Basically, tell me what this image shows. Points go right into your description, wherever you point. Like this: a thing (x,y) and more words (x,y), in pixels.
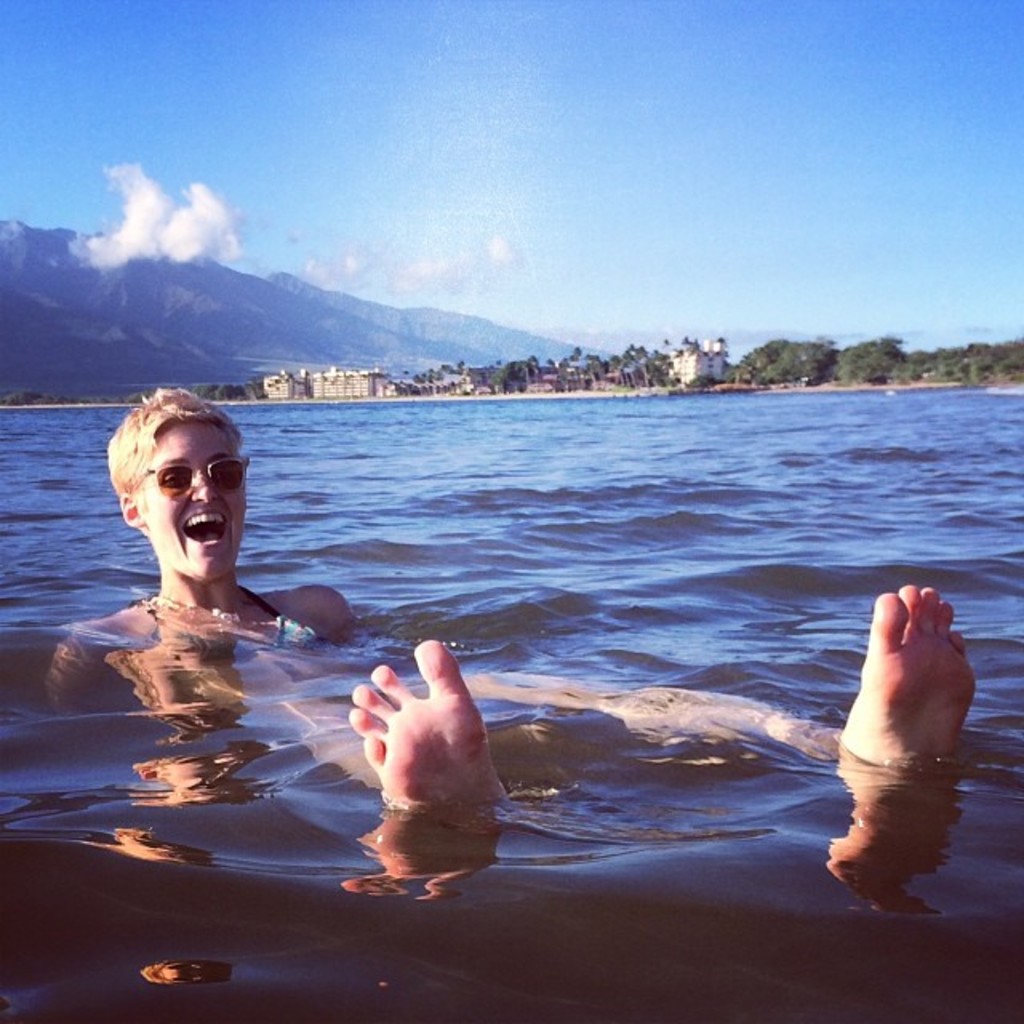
In this image I can see the water (633,510) and a woman (315,597) in the water (298,676). In the background (804,360) I can see few trees (787,379), few buildings (445,378), few mountains (328,302) and the sky (390,220).
